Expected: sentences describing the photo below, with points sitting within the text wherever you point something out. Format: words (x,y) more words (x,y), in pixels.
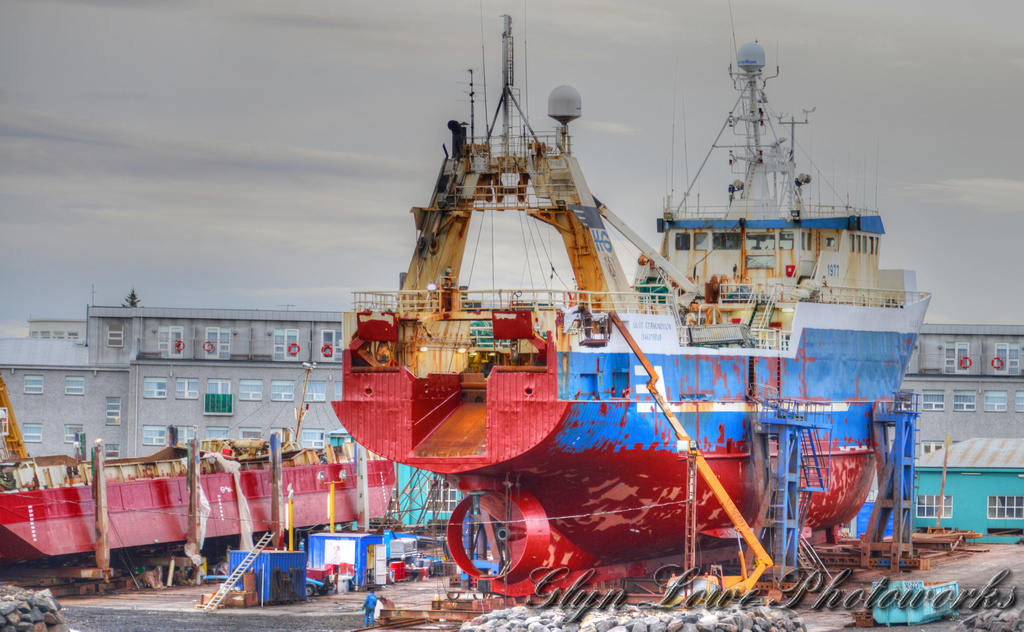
In the foreground of the picture (567,360) we can see buildings (246,402), ship (605,537), rocks (761,611), people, machinery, road (191,616) and various objects (392,530). At the top (393,154) there is sky (588,162).
